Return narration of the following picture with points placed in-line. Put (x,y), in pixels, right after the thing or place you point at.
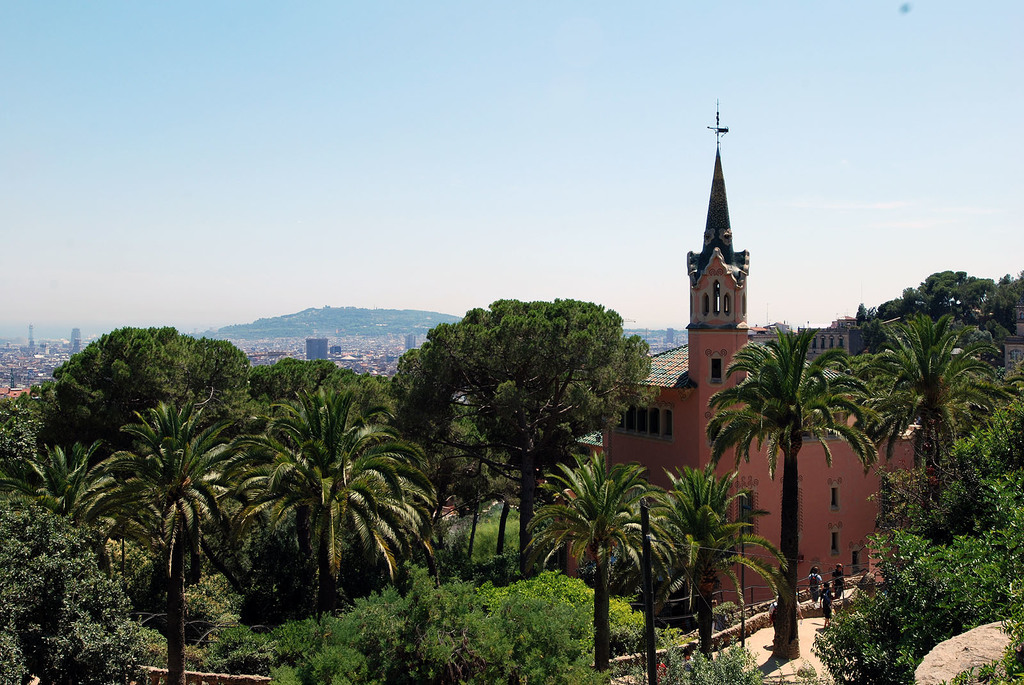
In this picture we can see a building (658,464) and in front of the building (664,429) there are trees (465,443) and poles (644,535). Behind the building (675,367), those are looking like houses (297,344). Behind the houses (330,342) there is a hill (332,318) and the sky (347,226).
